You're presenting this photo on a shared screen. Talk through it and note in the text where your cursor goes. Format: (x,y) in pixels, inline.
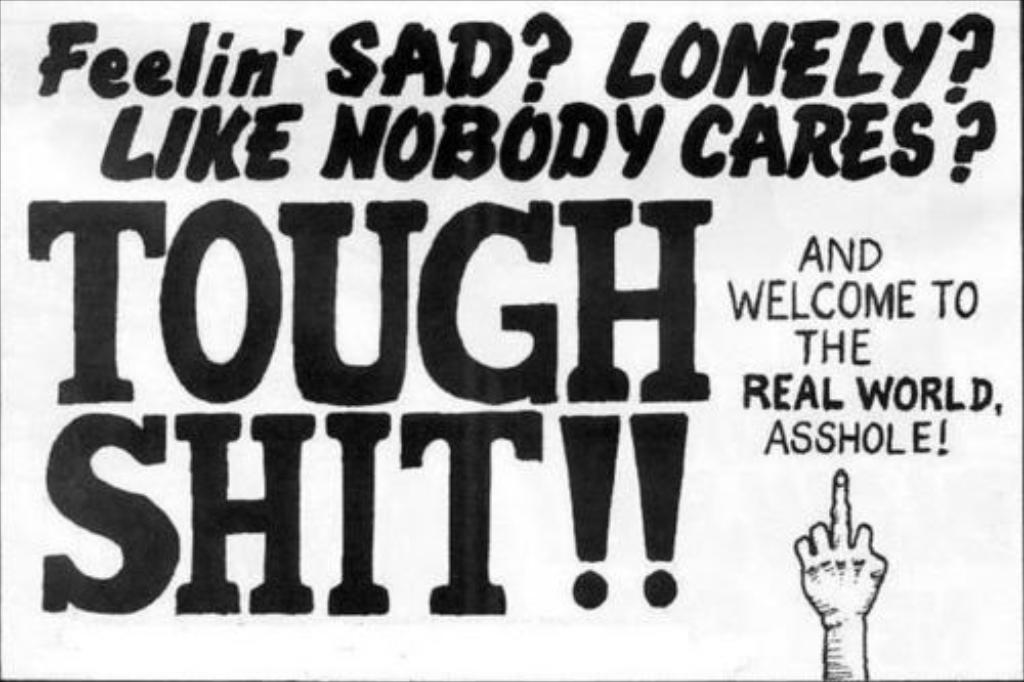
In the image there is some text (672,246) and there is a hand (860,560) at the bottom right side of the image (848,597).
